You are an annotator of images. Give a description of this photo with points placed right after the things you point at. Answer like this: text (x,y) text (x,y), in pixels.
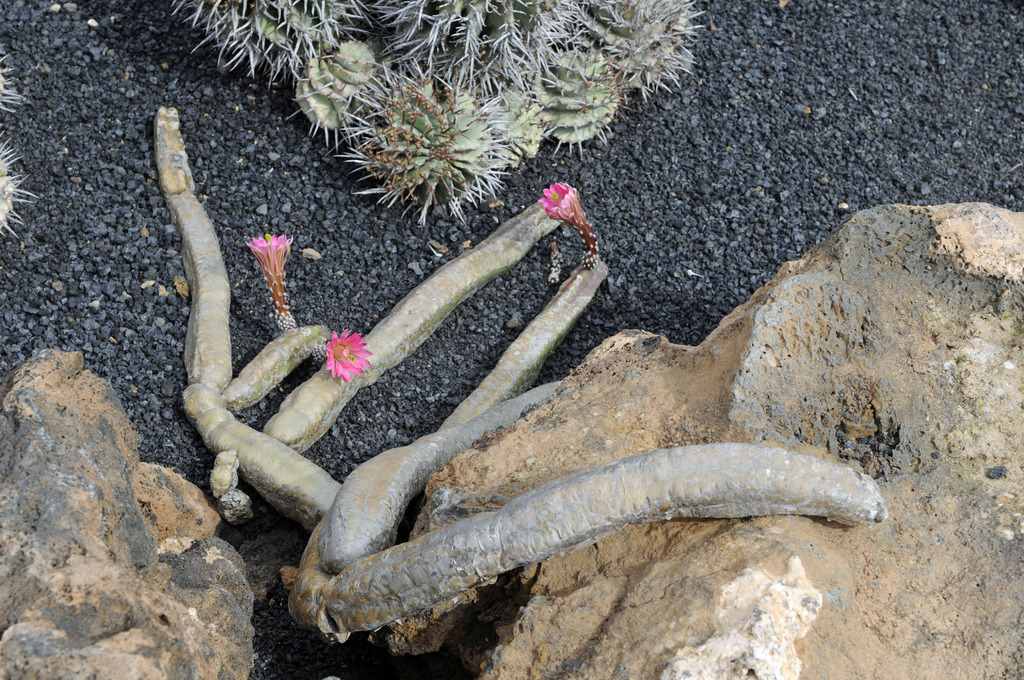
In the image there are cactus plants (424,89) with flowers (362,355) on a rocky land (215,164) with two rocks (699,563) in the front (887,428).
